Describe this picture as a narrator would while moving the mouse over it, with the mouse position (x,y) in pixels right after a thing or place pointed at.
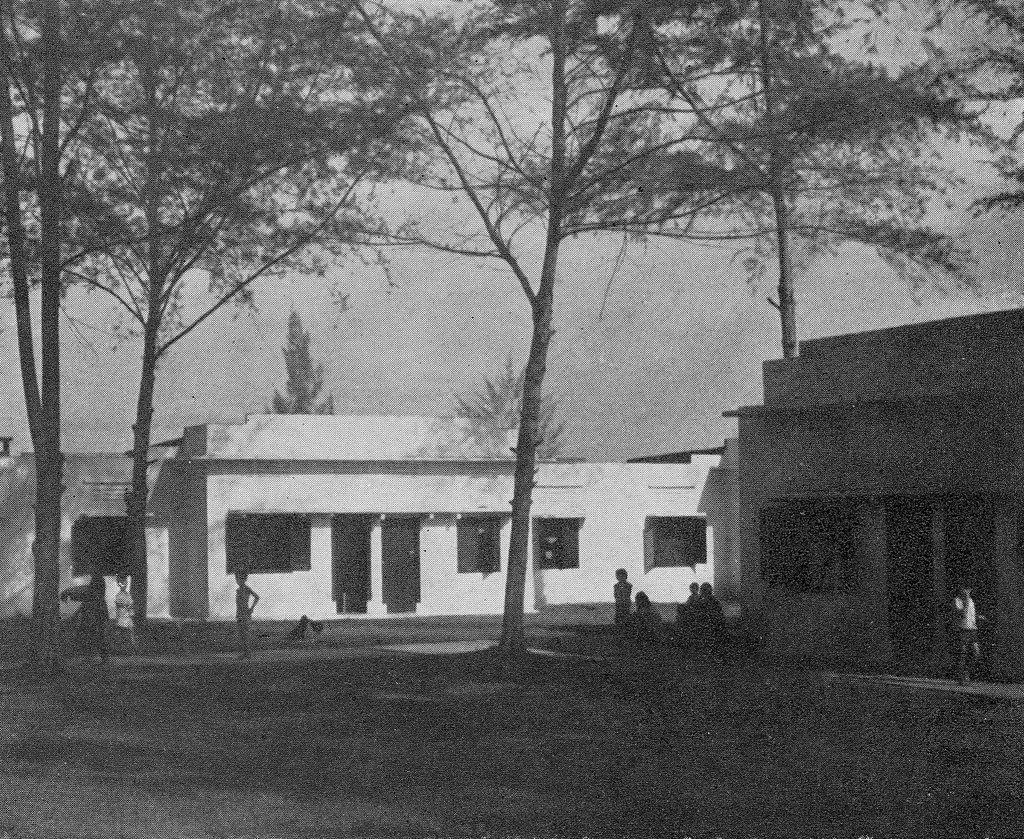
As we can see in the image there are houses (266,516), windows (253,557), few people (240,623) here and there, trees (59,273) and sky (126,360). The image is little dark.
